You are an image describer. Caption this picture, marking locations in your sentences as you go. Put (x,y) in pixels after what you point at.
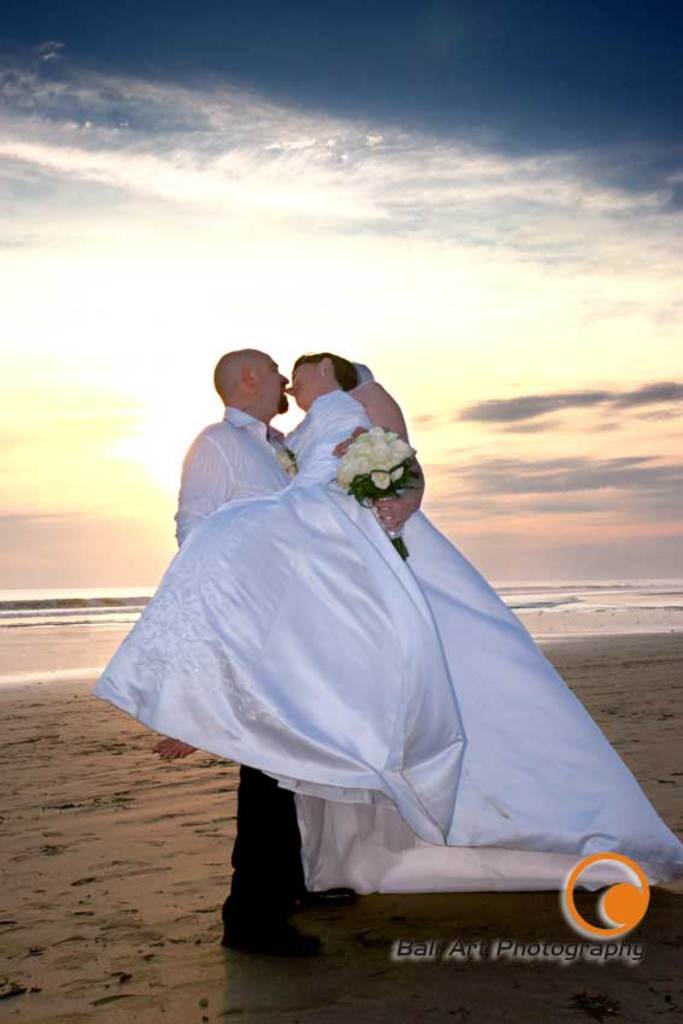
In this image there is a person (194,442) standing and holding another person (290,659), and at the background (114,419) there is water (32,625), sky (146,544) and a watermark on the image.
